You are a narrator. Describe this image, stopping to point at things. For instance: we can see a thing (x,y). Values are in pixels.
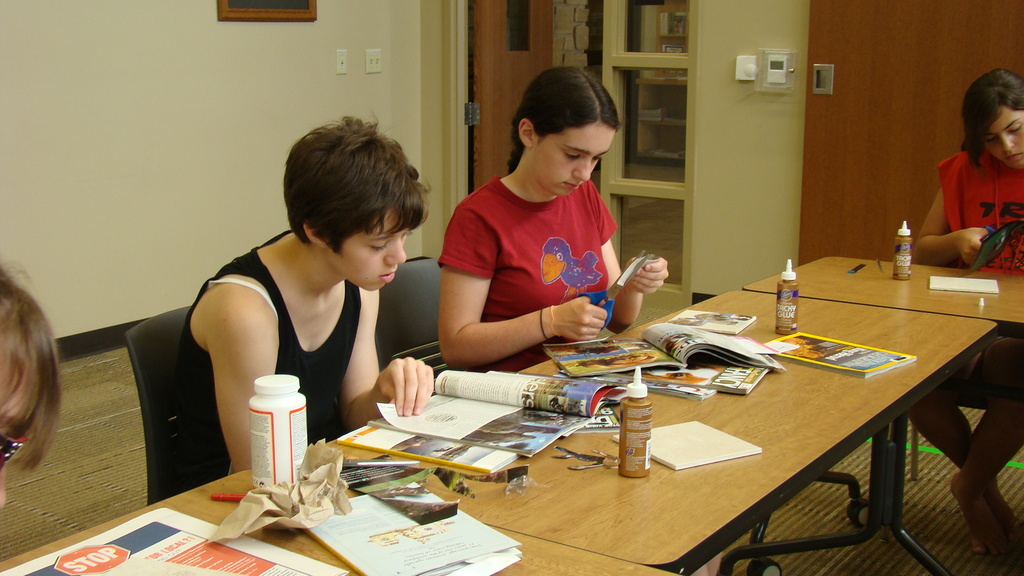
In this picture there are some people (573,206) sitting in the chairs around a table (528,542) on which some books (494,464), papers (417,475) and some accessories (693,437) were placed on it. There is a boy (330,294) and a girl (527,281) in this picture. In the background (236,124) we can observe a wall (211,115) here.
